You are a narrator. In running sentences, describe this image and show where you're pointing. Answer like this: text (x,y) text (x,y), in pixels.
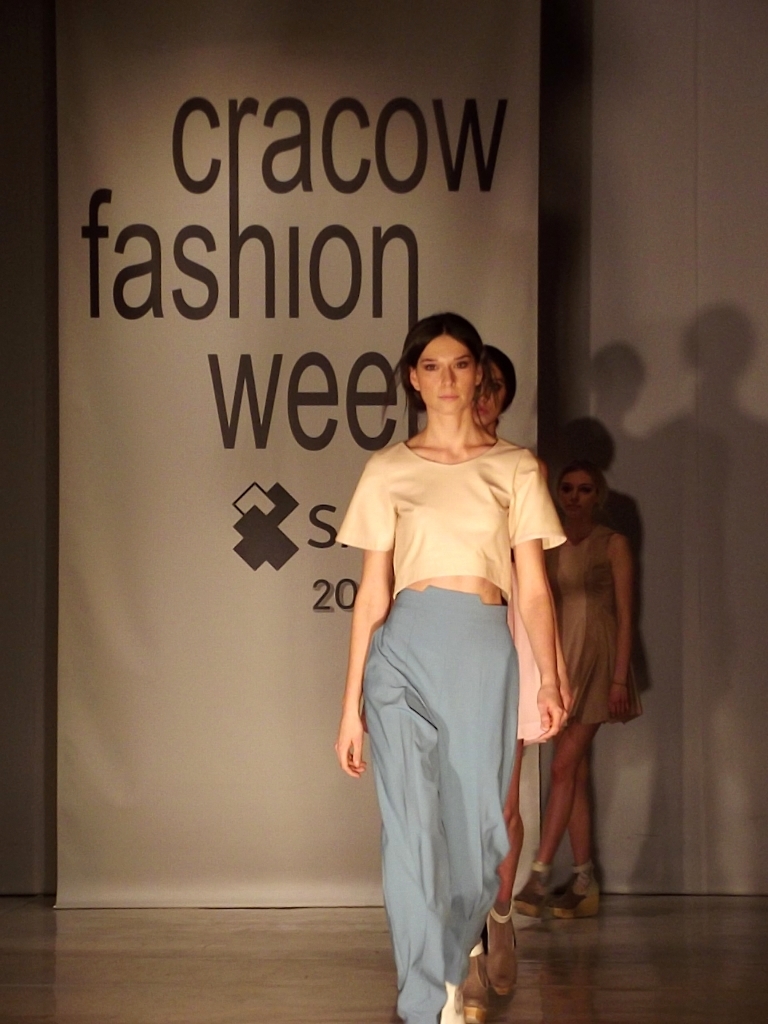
There are women (483,446) in different color outfits (427,644), walking in a line, on the floor (538,997). In the background (292,36), there is a white color hoarding (287,171) near a white wall (46,187).
